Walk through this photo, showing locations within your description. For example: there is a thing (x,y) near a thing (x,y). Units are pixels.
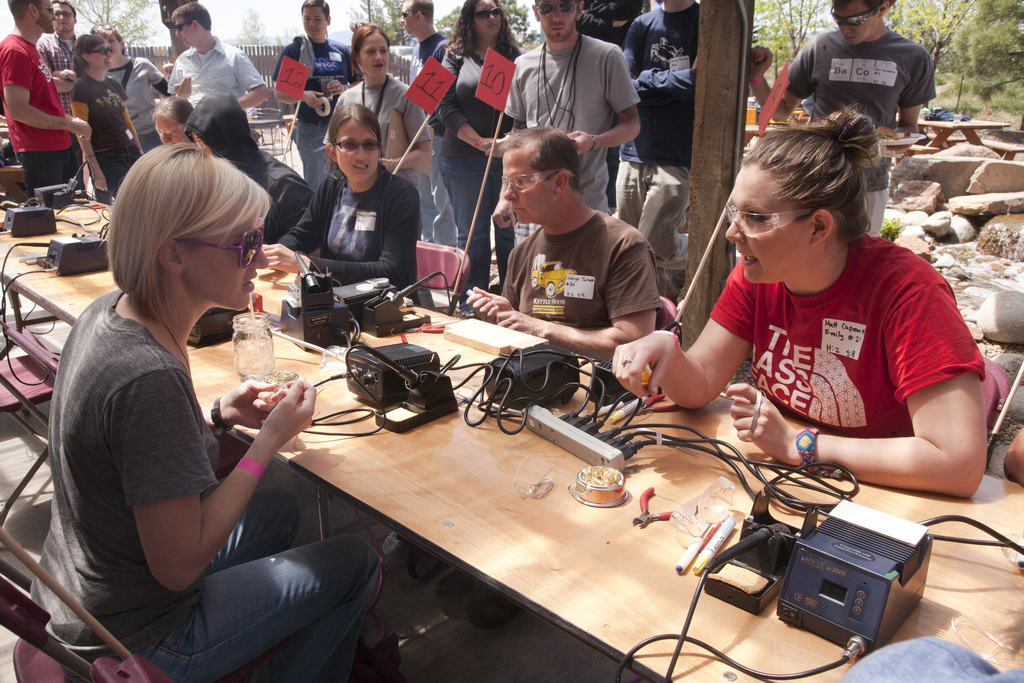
In this image there are a few people (852,280) sitting in chairs (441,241), in front of them on the table (480,376) there are some objects (501,391), behind them there are a few people (154,122) standing, holding paper flags (483,78), behind them there are rocks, trees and there is a wooden fence (271,55).
